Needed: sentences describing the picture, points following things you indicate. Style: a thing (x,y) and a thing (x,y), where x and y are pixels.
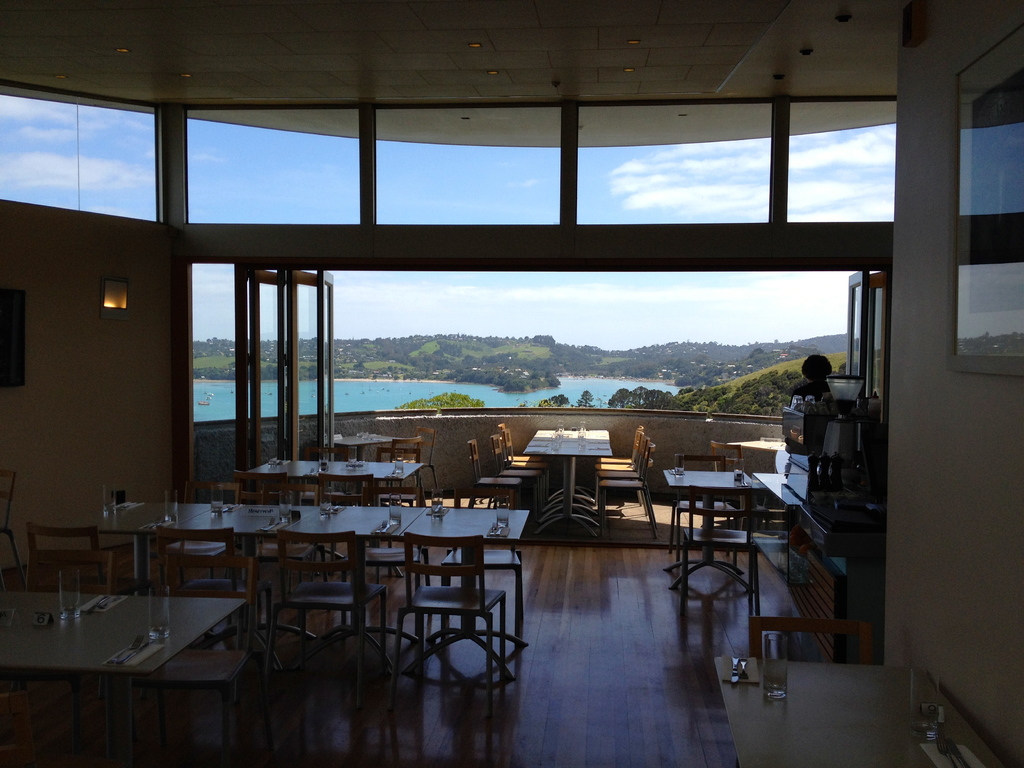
In this picture I can see the chairs (501,561), dining tables (226,605). There are glasses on those tables (407,519), on the left side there is a light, in the background (424,378) I can see the trees (438,399) and the water (423,385), at the top (494,220) I can see the sky (530,303). On the right side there are machines (869,421).
